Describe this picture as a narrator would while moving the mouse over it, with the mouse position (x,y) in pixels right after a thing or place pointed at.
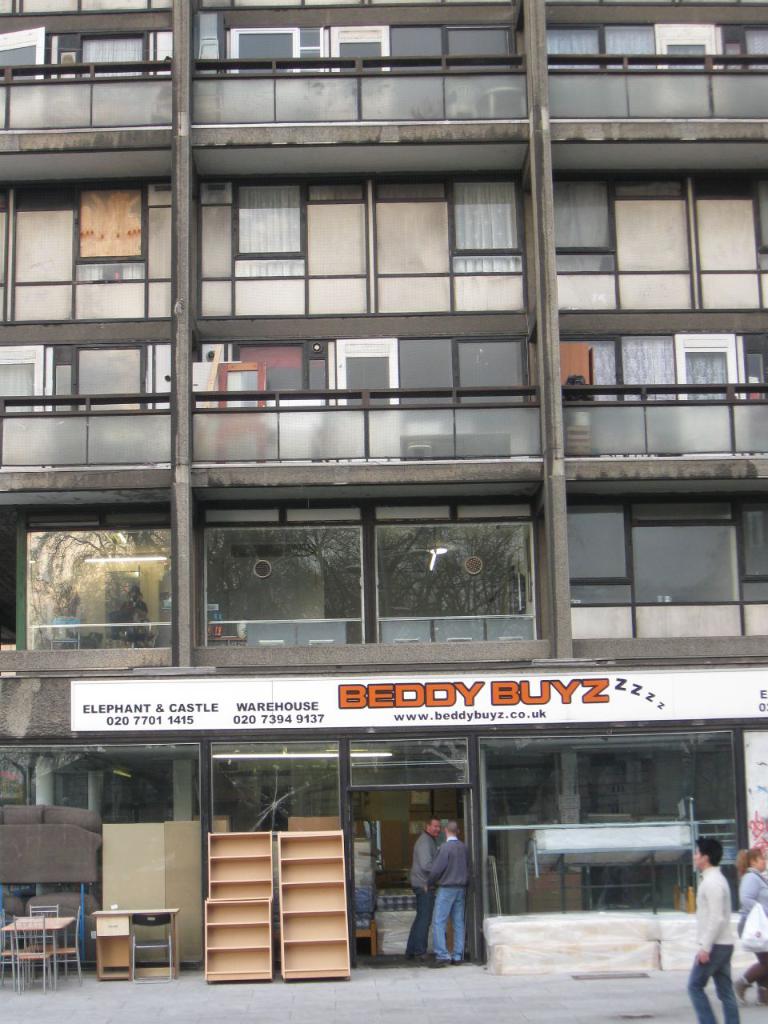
This is an outside view. On the right side (713,906), I can see a man (711,917) and a woman (757,890) are walking on the road (531,1015). In the background (339,708) there is a building (185,519). In front of this building (361,953) I can see two tables (131,926), chairs (43,946), a couch (45,868), few racks (210,875) are placed on the floor (222,986) and also two people (434,881) are standing. I can see a white color board (325,693) which is attached to the wall (55,729). On this board (119,706) I can see some text (291,702).
